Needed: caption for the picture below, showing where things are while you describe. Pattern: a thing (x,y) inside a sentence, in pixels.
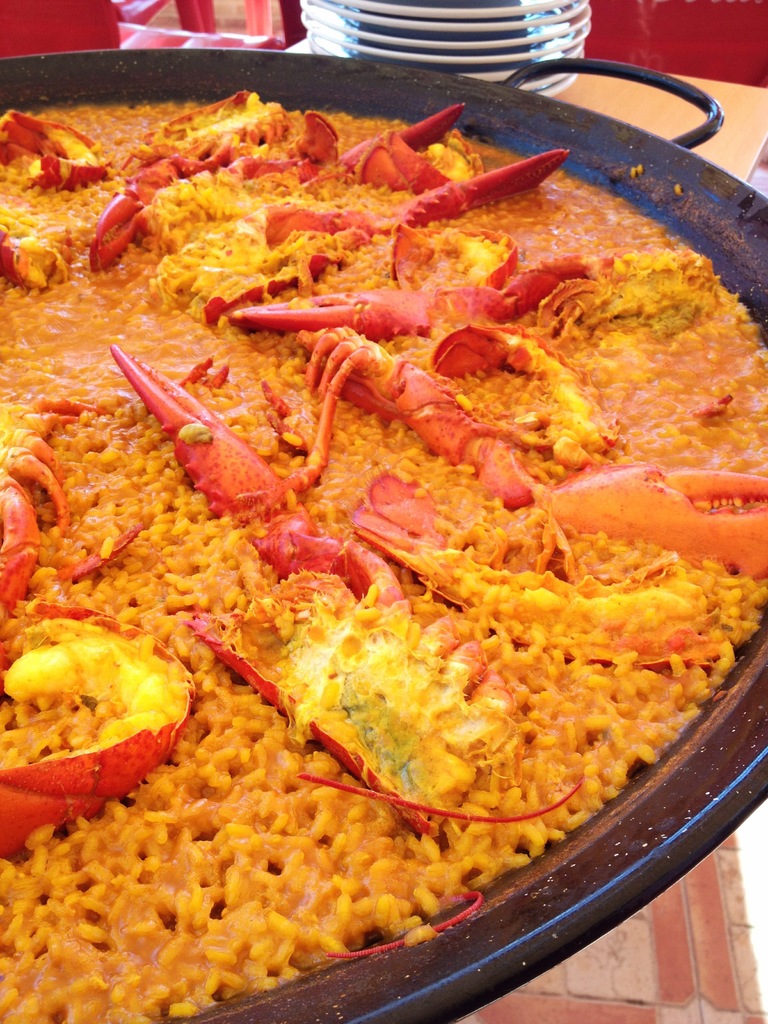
In the center of the image (407,402), we can see food (315,325) in the container (416,236) and in the background (177,8), there are plates (458,27), some objects (95,20) and there is a table (731,86).
